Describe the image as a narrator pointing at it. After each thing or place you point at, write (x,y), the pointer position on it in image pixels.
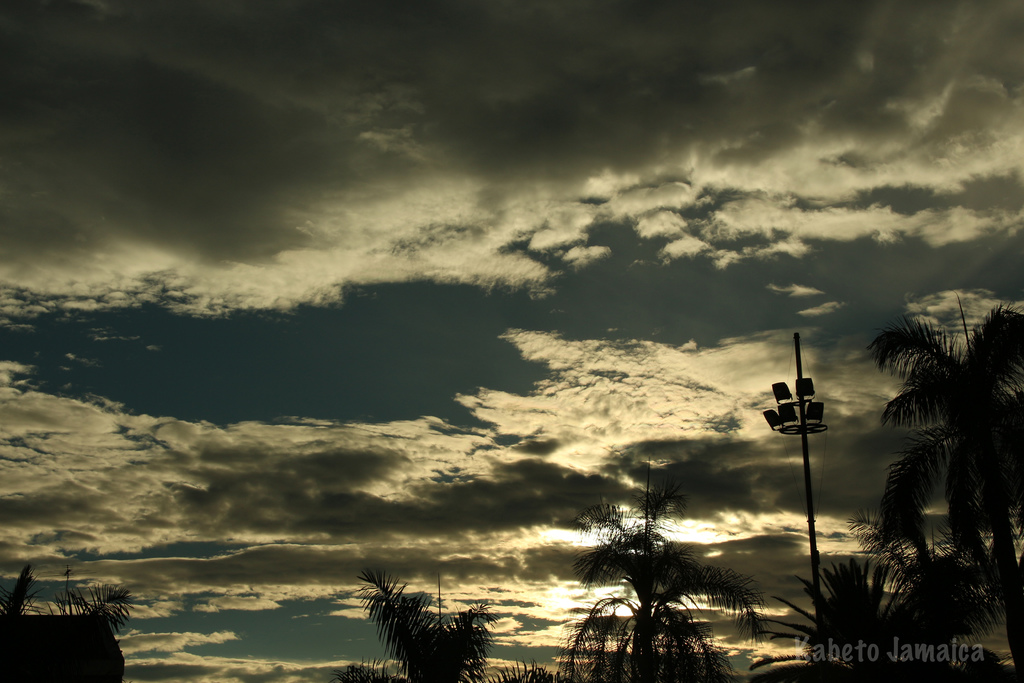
In this picture we can see many coconut trees (924,379) and a pole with street lights (786,394). The sky (760,355) is dark and gloomy.
